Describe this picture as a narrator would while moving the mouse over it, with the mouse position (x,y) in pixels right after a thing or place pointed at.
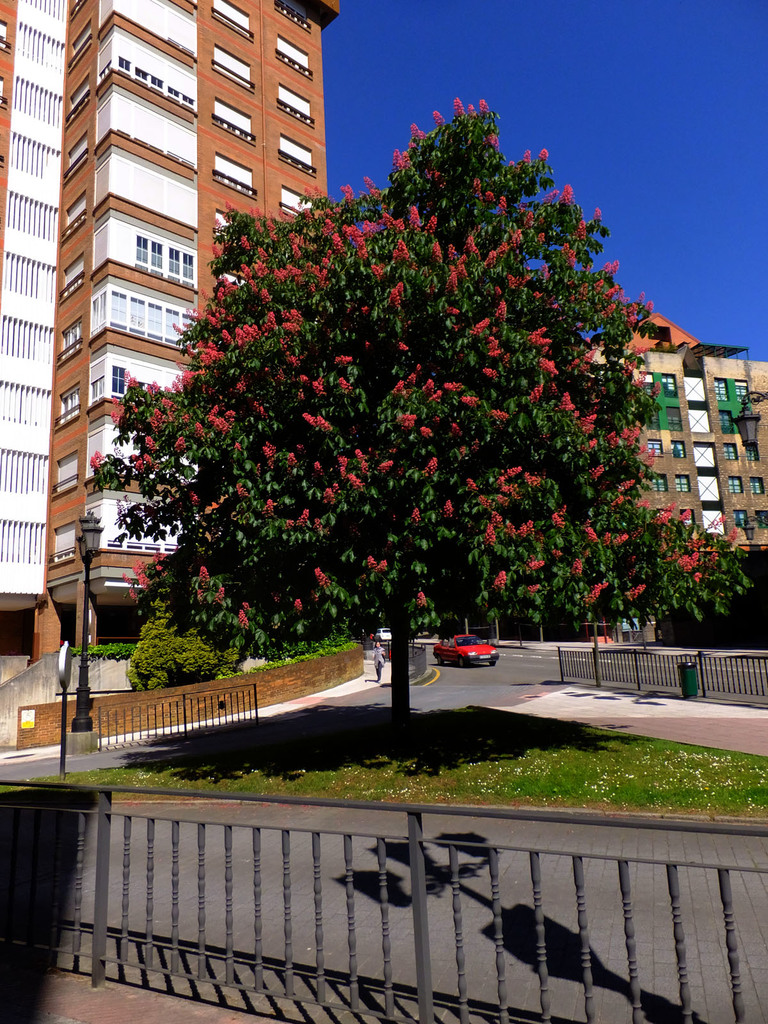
In this image there is a tree (274,303), on which there are some flowers (629,310), at the bottom (108,805) there is the fence (80,826), in the middle (487,682) there is the road (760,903), person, vehicle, road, container (695,663), fence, container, street light pole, at the top (440,54) there is the sky (440,54).
